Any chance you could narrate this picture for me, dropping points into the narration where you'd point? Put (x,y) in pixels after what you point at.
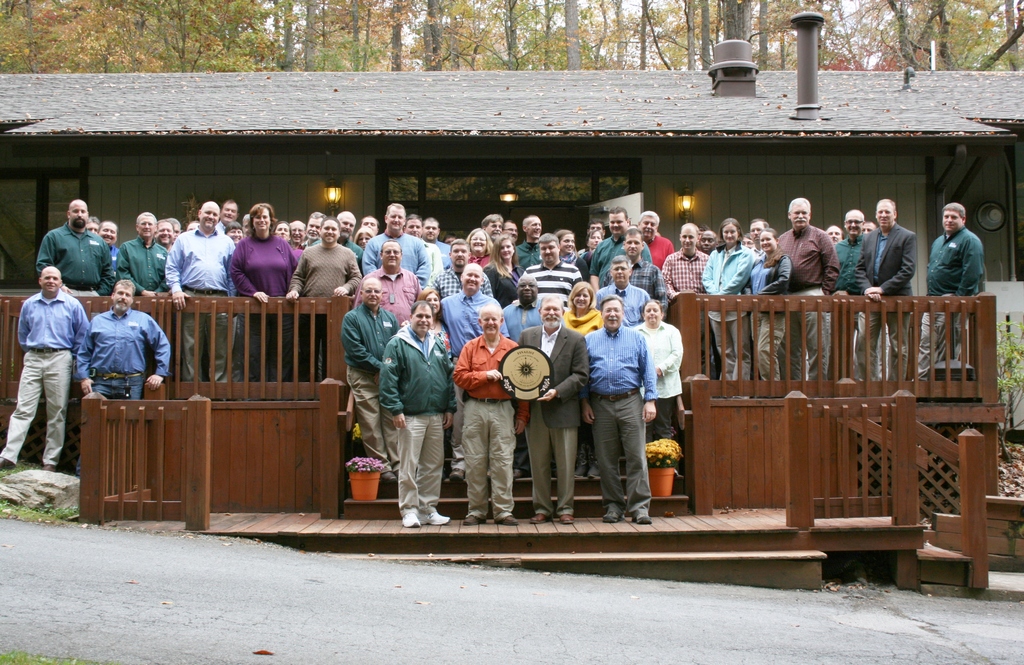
In this image we can see a group of people (633,384) standing on the ground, two men (565,370) holding objects (507,377) in their hands (545,397), we can also see flower plants (359,465) in pots (663,477), stairs (347,503) and railing (835,384). In the background (974,151), we can see the building (602,200), some lights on the wall (678,172). At the top of the image (356,0) we can see a group of trees (187,34).
